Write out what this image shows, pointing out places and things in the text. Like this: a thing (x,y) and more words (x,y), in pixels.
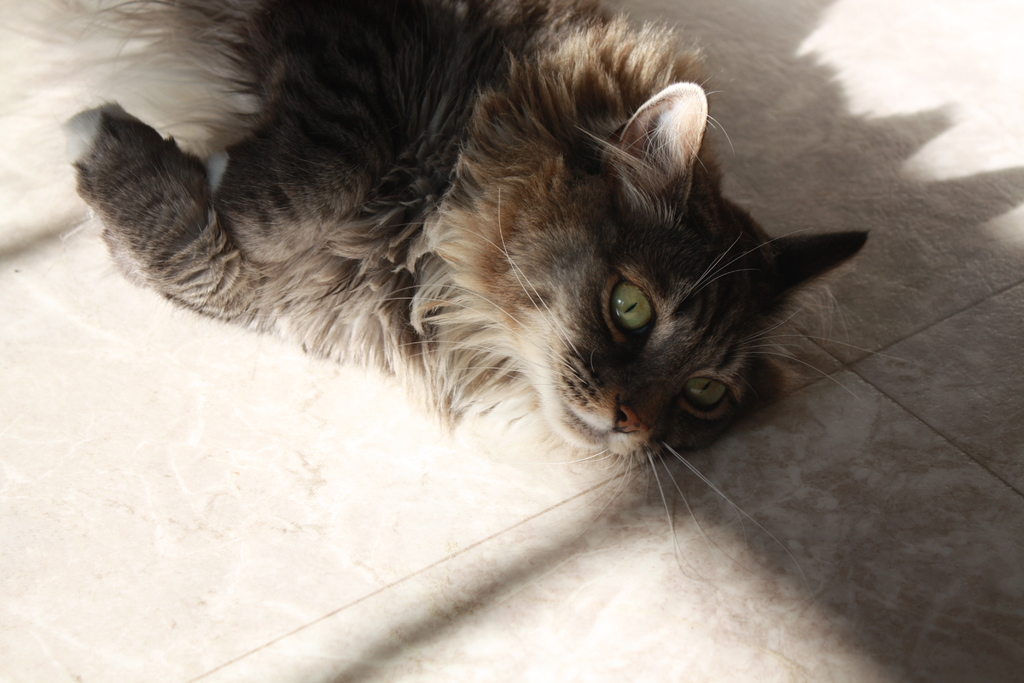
In the picture we can see a cat (165,204) laying on the floor (768,474), the floor (120,436) is with tiles (108,430) and the cat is gray in color.
